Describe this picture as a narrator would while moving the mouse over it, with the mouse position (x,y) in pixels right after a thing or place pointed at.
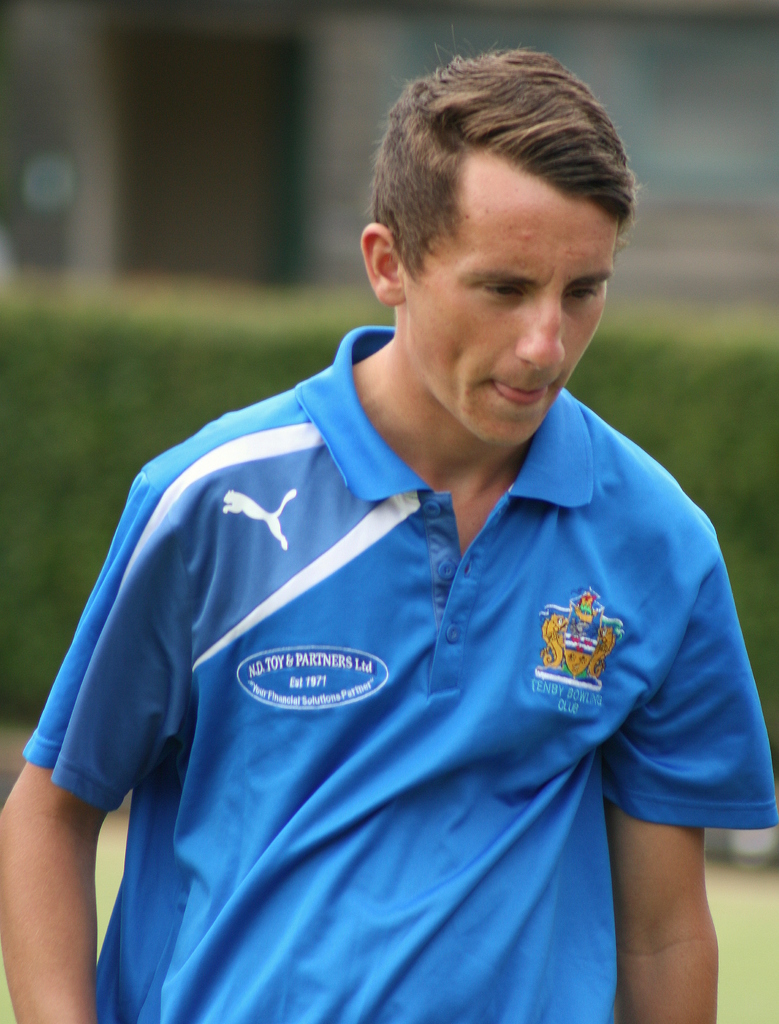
In this image there is a person (302,569) wearing a T-shirt (326,690). Behind him there are few plants (766,426) on the grassland (741,959).
